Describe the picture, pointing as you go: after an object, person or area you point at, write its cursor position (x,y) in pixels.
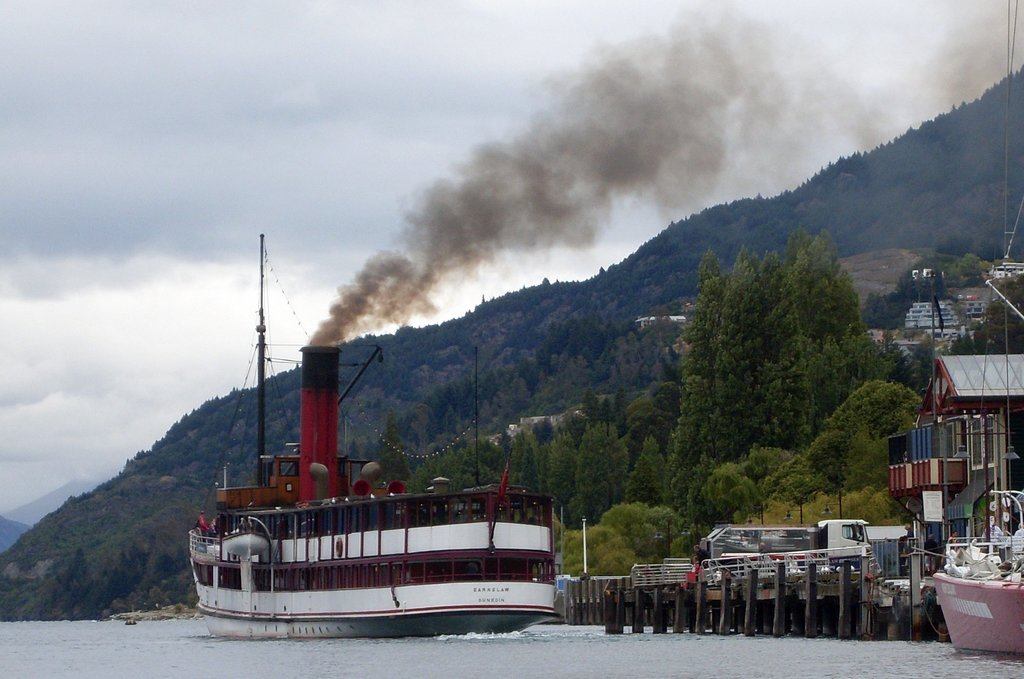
In this picture we can see a ship (386,599) here, at the bottom (476,671) there is water (460,654), we can see smoke (436,243) here, on the right side (965,420) there is a room (980,462), we can see a boat (1015,568) here, in the background (830,483) there are some trees (600,331), we can see the sky (346,244) at the top of the picture (302,94).
